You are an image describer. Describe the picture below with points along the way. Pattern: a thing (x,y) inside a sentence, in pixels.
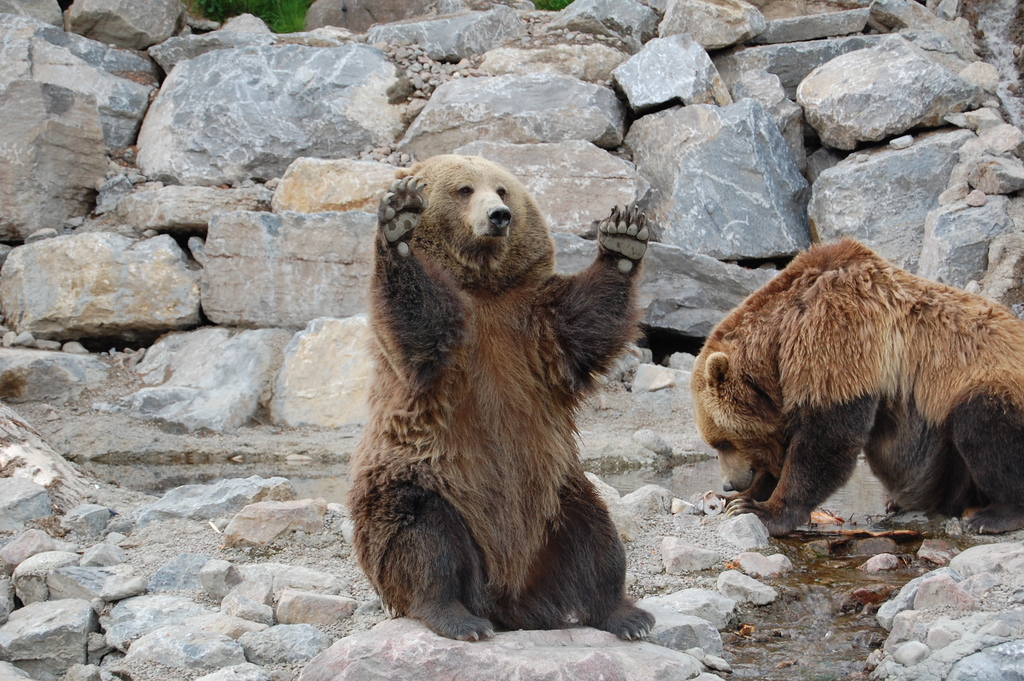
In this image there are two animals (768,428), behind the animals (441,218) there are rocks (566,137).
